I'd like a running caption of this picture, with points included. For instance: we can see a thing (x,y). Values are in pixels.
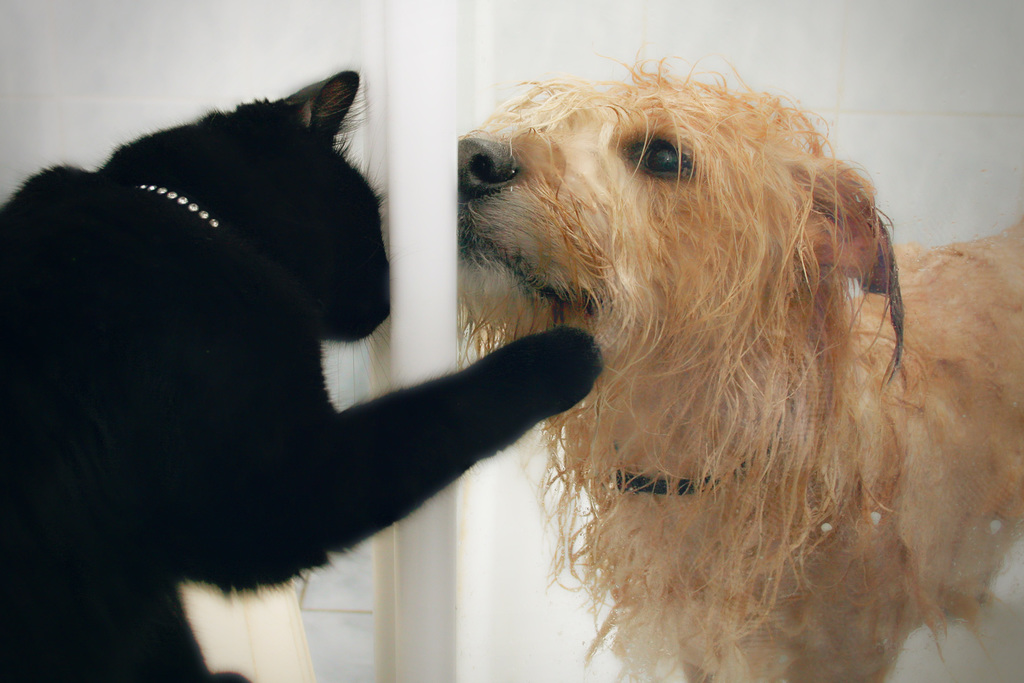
In this picture is a dog (817,207) on the right side of the image (700,497). There is a black cat (209,323) on the left side of the image (209,405). At the back (72,17) there is a wall (506,14). In the middle of the image (400,303) there is a rod (431,627). At the bottom (333,644) there are tiles (353,614).
